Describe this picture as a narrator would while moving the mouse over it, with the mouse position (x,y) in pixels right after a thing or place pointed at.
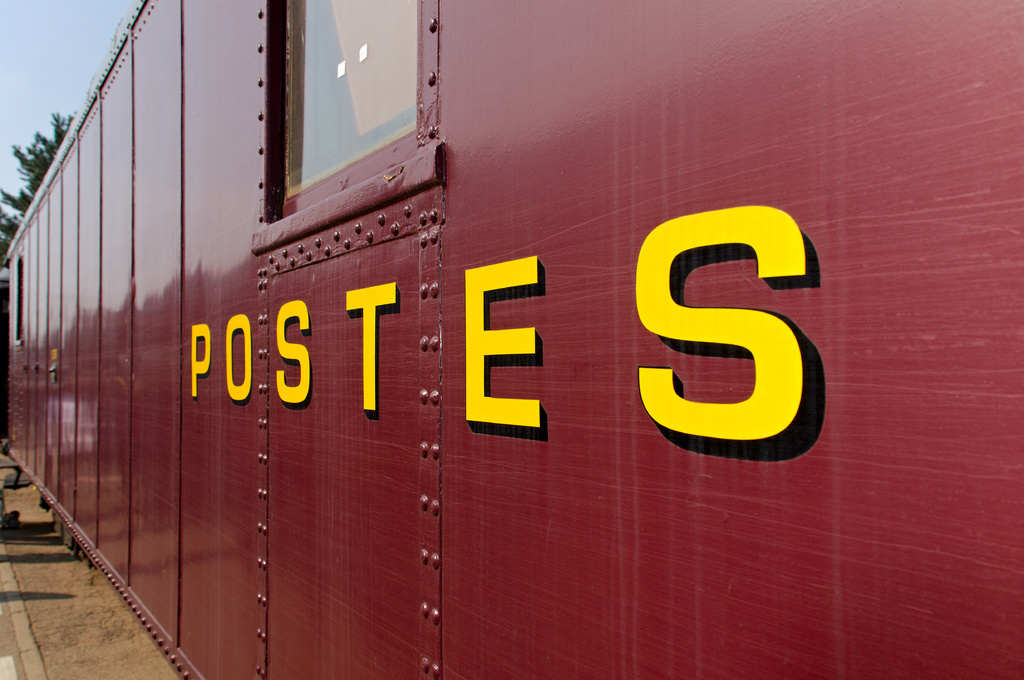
In this image there is a bogie (148,412) of a train (190,493). There are glass windows (310,137) to the train (161,111). There is text (662,378) on the walls (336,362) of the train (339,379). Behind the train (79,164) there are trees (45,144). At the top (66,36) there is the sky (74,45). In the bottom left (54,621) there is the ground (78,632).
